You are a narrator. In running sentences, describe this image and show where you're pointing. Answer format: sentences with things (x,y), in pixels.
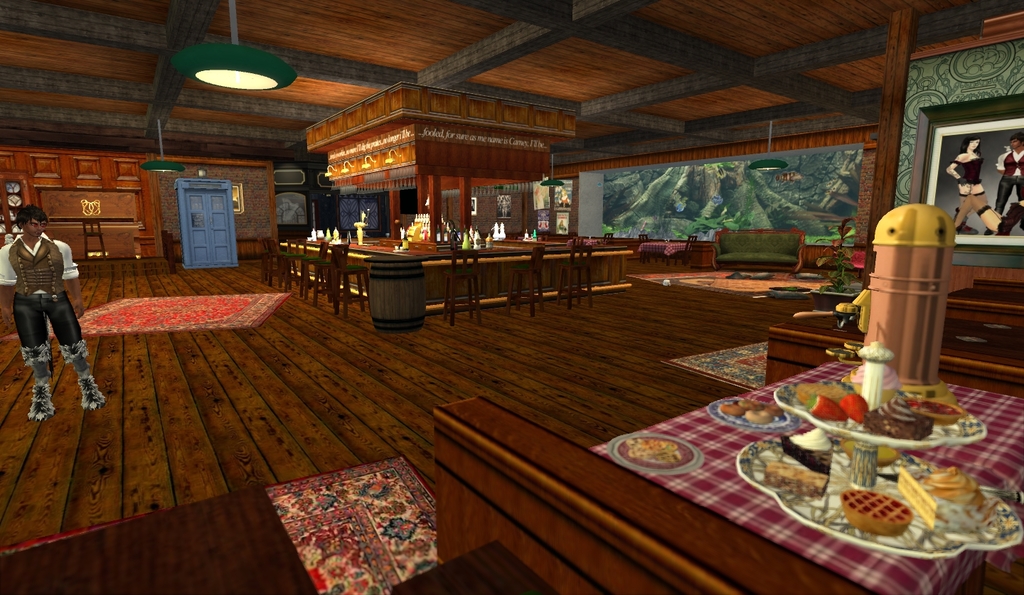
This is an animated image. In this image I can see the person (58,310) with the dress (51,301). To the right (866,501) I can see many food items (856,491) in the plates (851,478). I can also see the photo frame (955,152). In the background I can see many chairs (452,285) and few objects (423,222) on the desks (363,248). I can see the door (185,230), couch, table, chairs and the aquarium (686,192).
